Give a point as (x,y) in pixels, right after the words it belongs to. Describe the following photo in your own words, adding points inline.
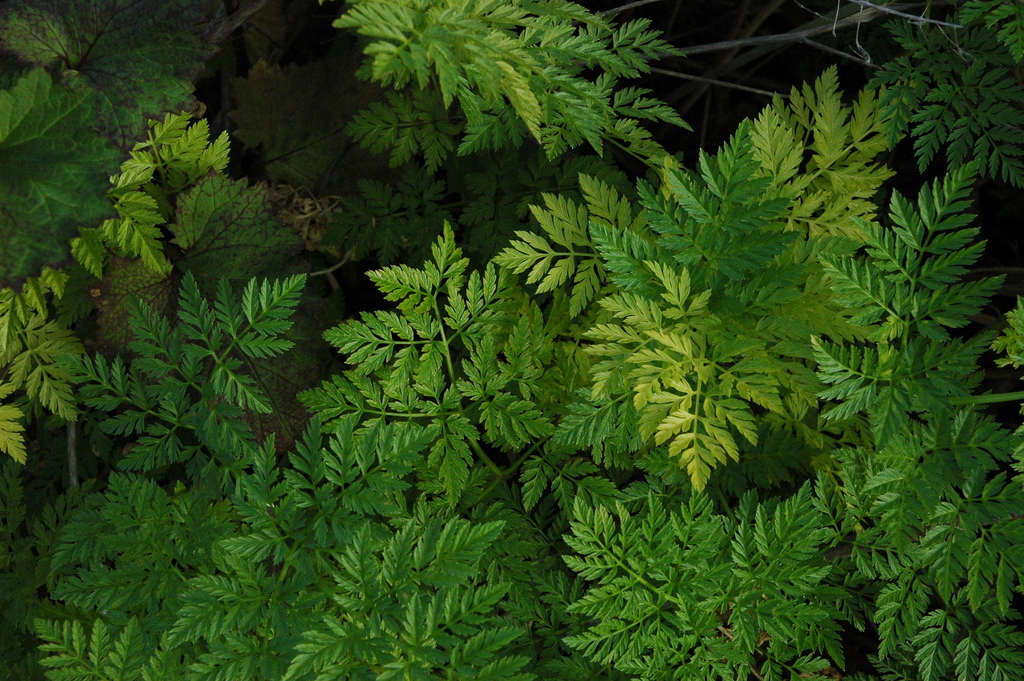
In this picture we observe several green leaf plants (418,522).
